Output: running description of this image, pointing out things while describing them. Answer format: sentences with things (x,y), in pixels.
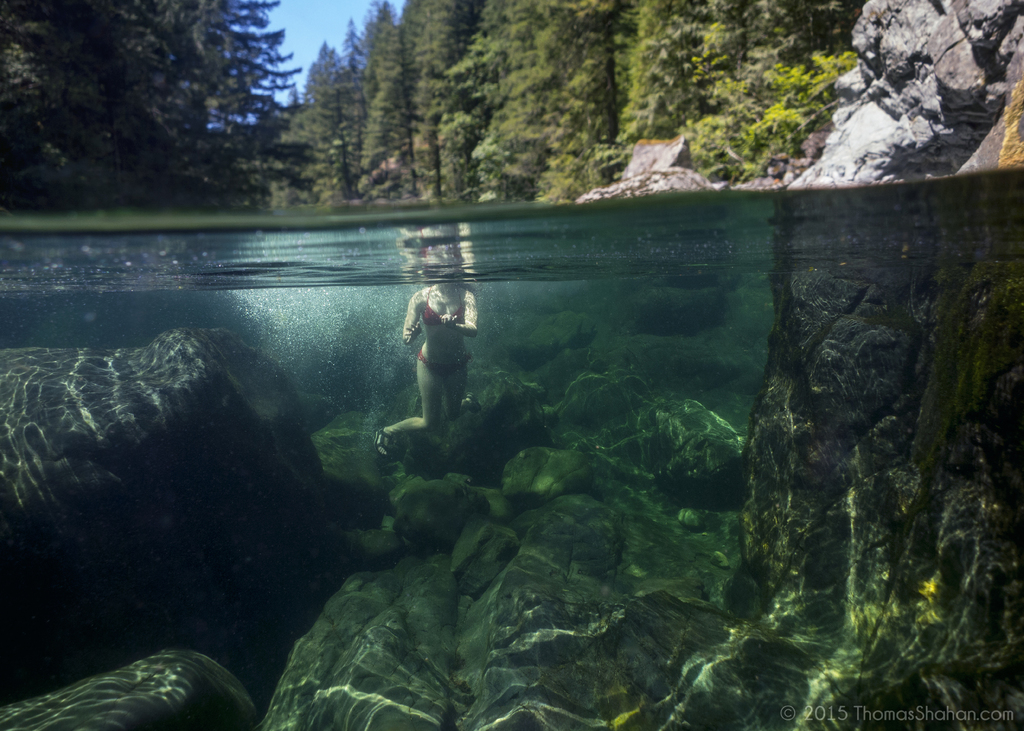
In this picture we can see a woman (443,353) in the water (391,339), in the background (418,158) we can see few trees (586,84) and rocks (833,119), at the right bottom of the image (894,705) we can see a watermark (884,715).
